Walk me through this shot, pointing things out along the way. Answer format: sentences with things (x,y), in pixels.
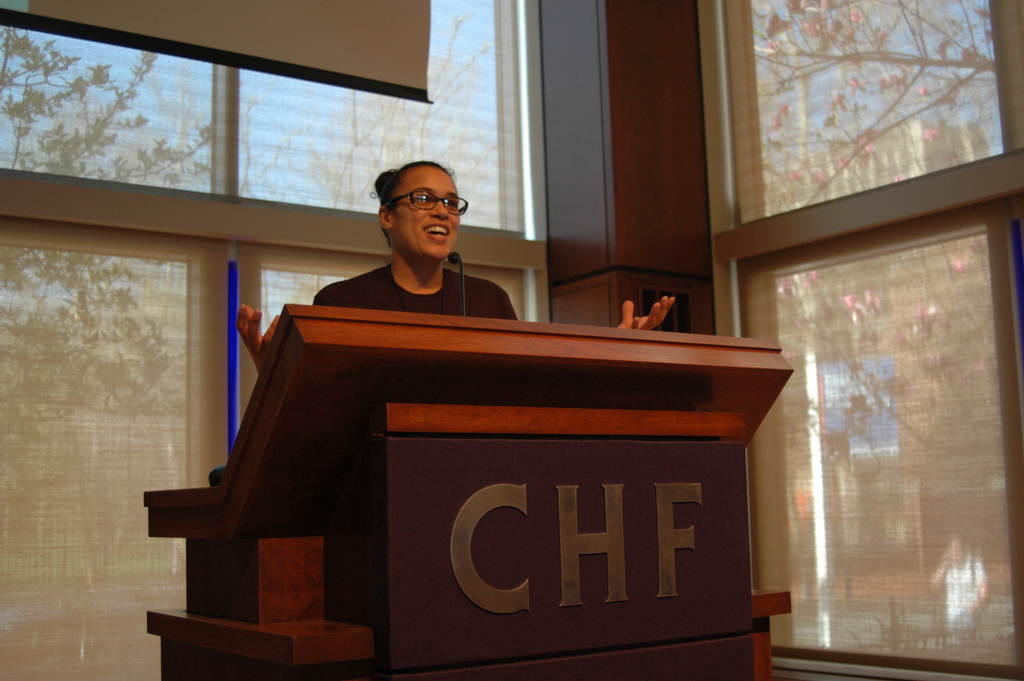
In this image I can see the person (457,275) is standing in front of the podium (497,416). I can see the mic (454,260), few windows (857,287), trees (852,36) and the sky (368,104).
